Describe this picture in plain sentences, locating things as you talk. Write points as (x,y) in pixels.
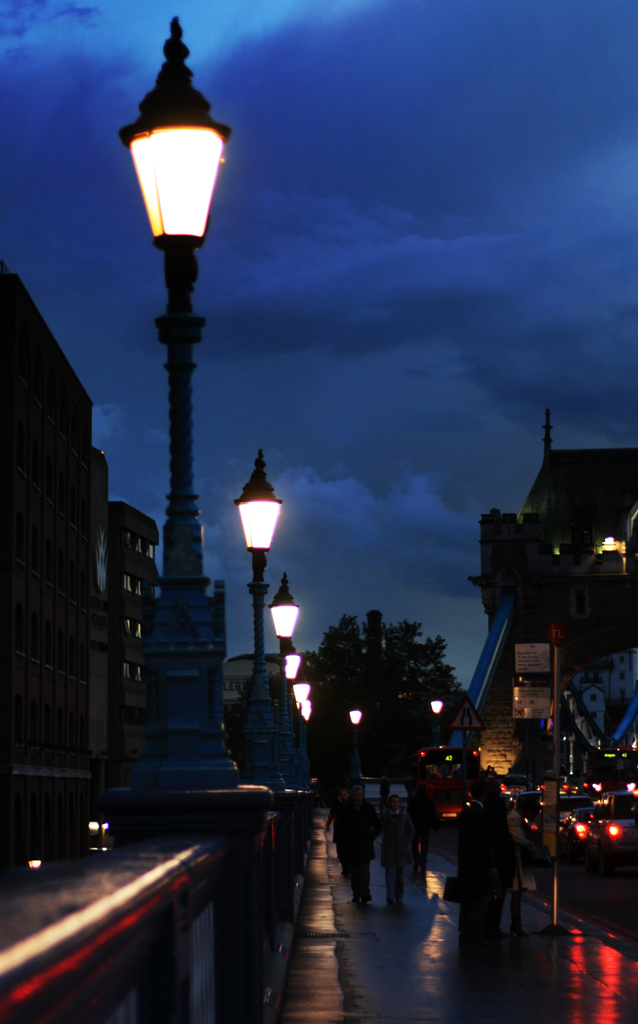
I think this picture is taken at night. Towards the left (139,923), there is a hand grill (251,858) with pole (192,369) and lights (135,150). Towards the right (426,851), there is a footpath (423,1021) with some people (512,867) moving on it. Towards the right (586,587), there are buildings (545,572). In the background (318,313) there is a sky (228,94).
